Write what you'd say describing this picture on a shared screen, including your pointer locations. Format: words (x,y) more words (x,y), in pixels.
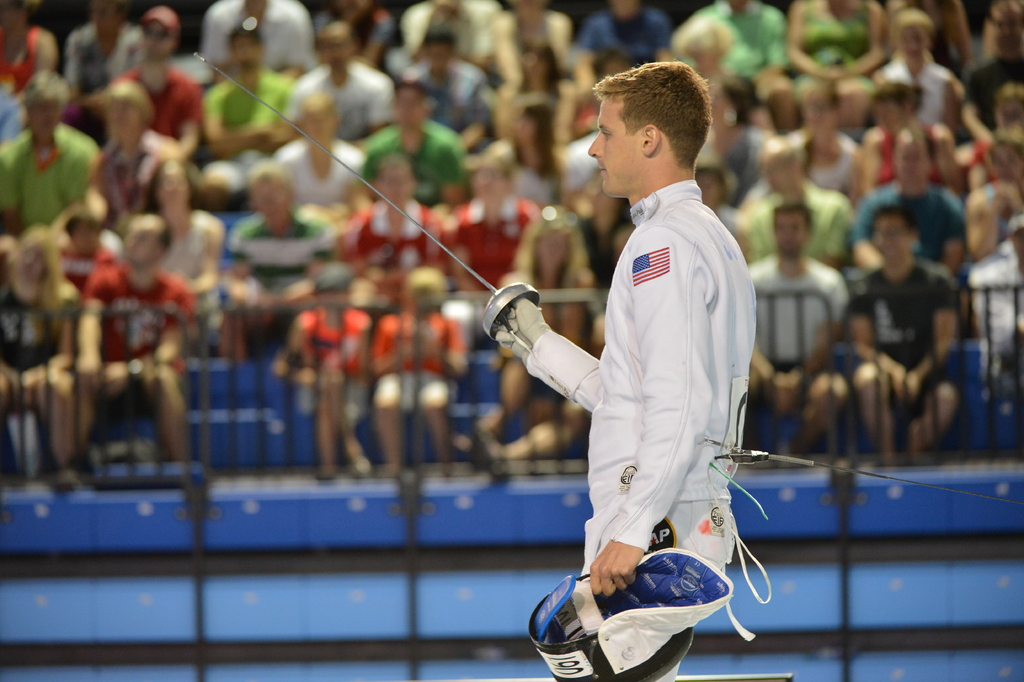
At the center of the image (664,377) there is a person (634,412) standing and holding a fencing sword (508,322) in one hand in the other hand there is a cap (628,628). In the background of the image (500,145) there are audience (883,170).
